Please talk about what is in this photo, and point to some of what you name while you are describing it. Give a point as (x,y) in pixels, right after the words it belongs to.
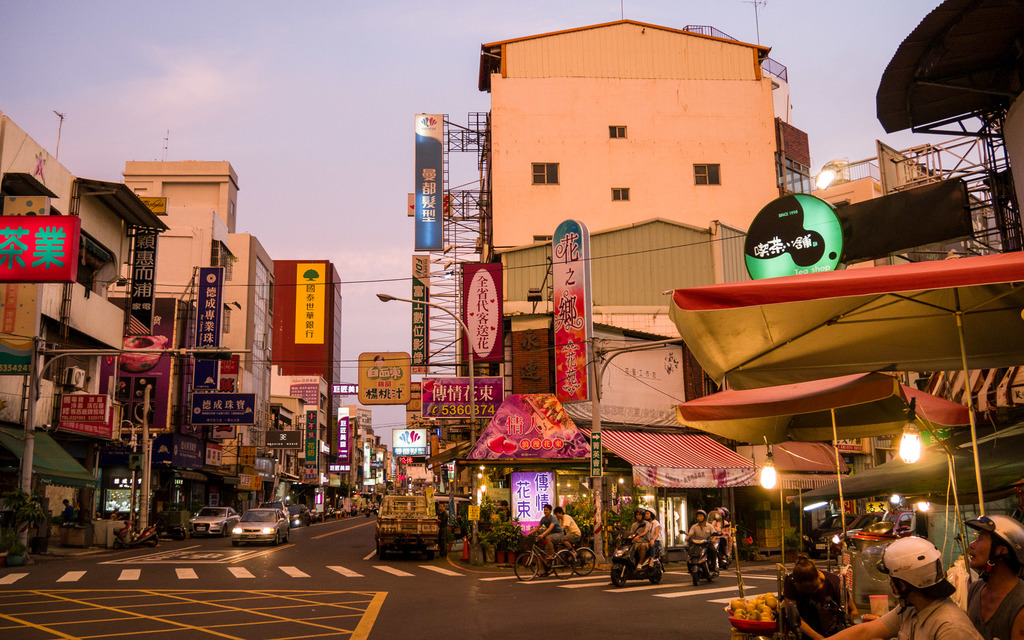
In this image we can see buildings (548,275) with windows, light poles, vehicles (256,529), people (924,615), sheds (734,467), boards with some text (473,513) and we can also see the sky (236,101).
